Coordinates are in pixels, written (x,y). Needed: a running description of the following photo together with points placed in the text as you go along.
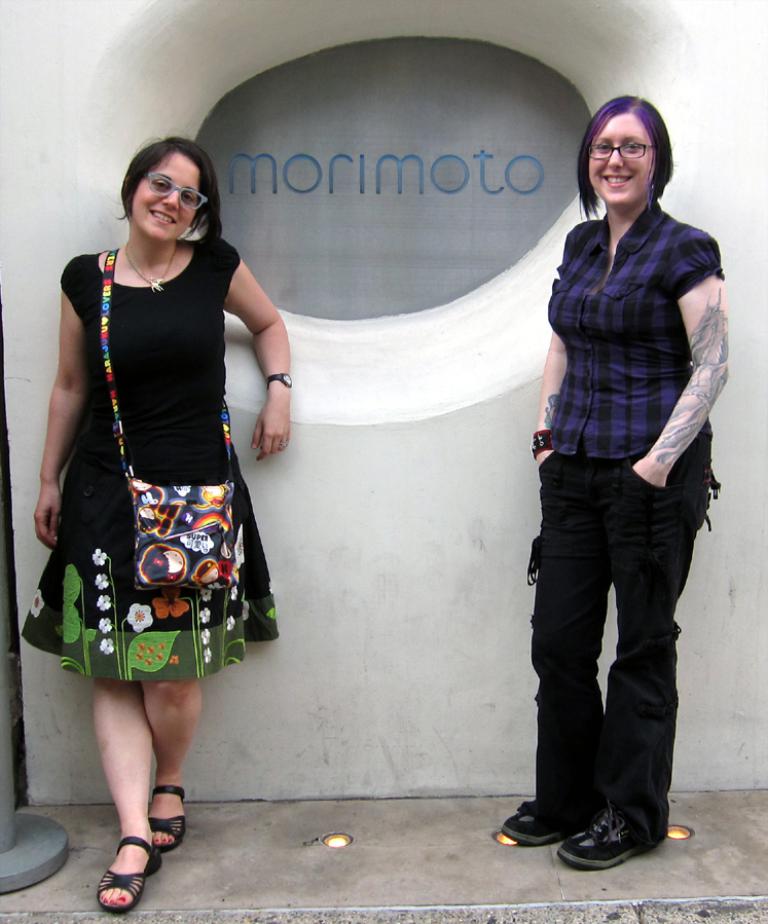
This is the picture of two ladies (645,616) one among them is in blue and black shirt (614,398) and black pant (562,688) and the other lady (113,527) is in black gown (121,379) standing.
